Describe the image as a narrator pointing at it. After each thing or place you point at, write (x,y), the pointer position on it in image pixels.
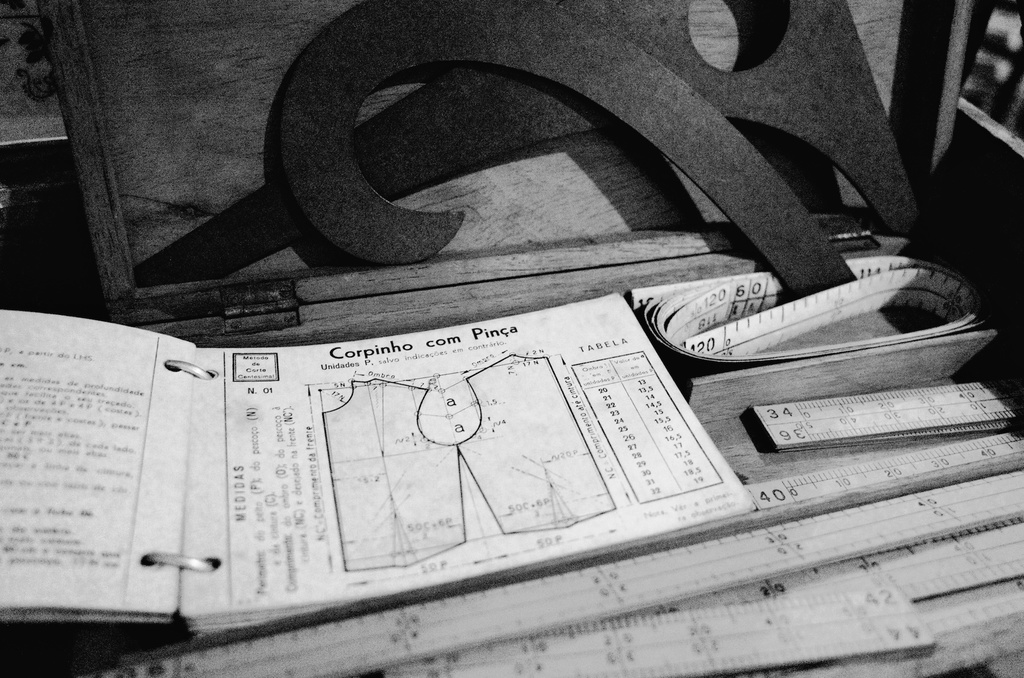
In the picture I can see few wooden scales (611,615) and there is a book (475,504) which has something written on it and a measuring tape (692,329) in front of the wooden scale (646,73) and there are few other objects (595,84) in the background (528,93).
